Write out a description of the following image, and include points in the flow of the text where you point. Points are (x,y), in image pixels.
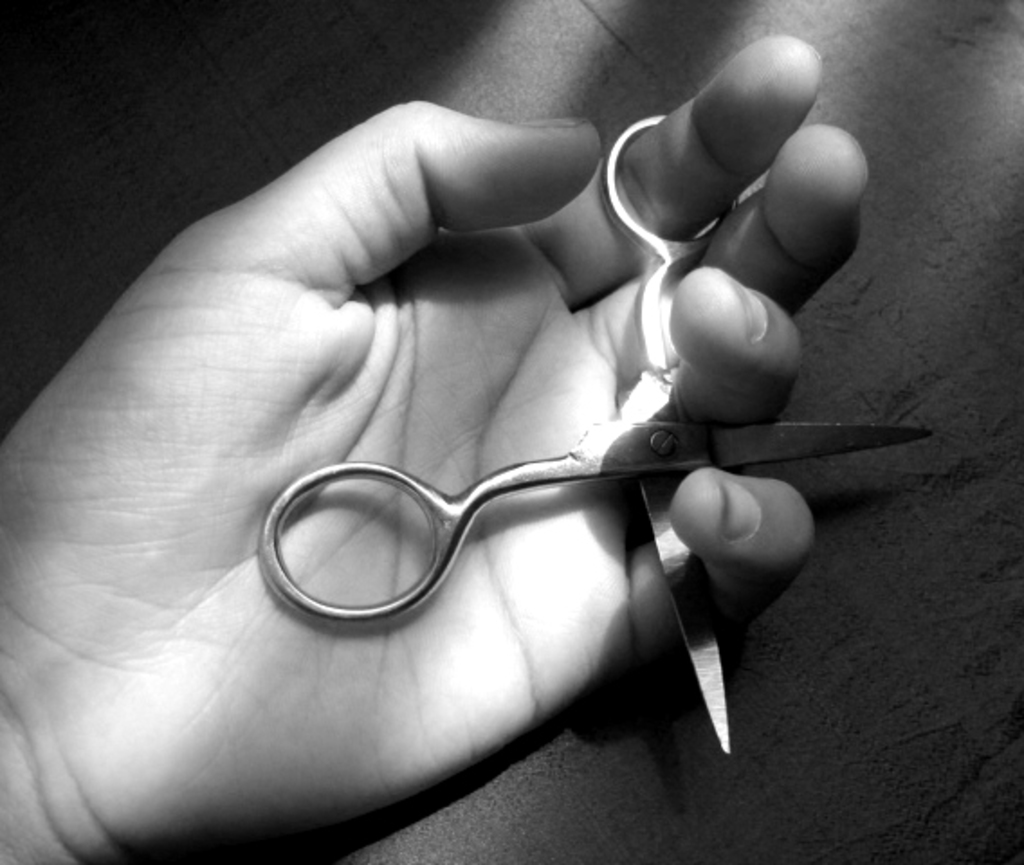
In the picture we can see a person's hand (176,651) holding the scissors (269,550).
